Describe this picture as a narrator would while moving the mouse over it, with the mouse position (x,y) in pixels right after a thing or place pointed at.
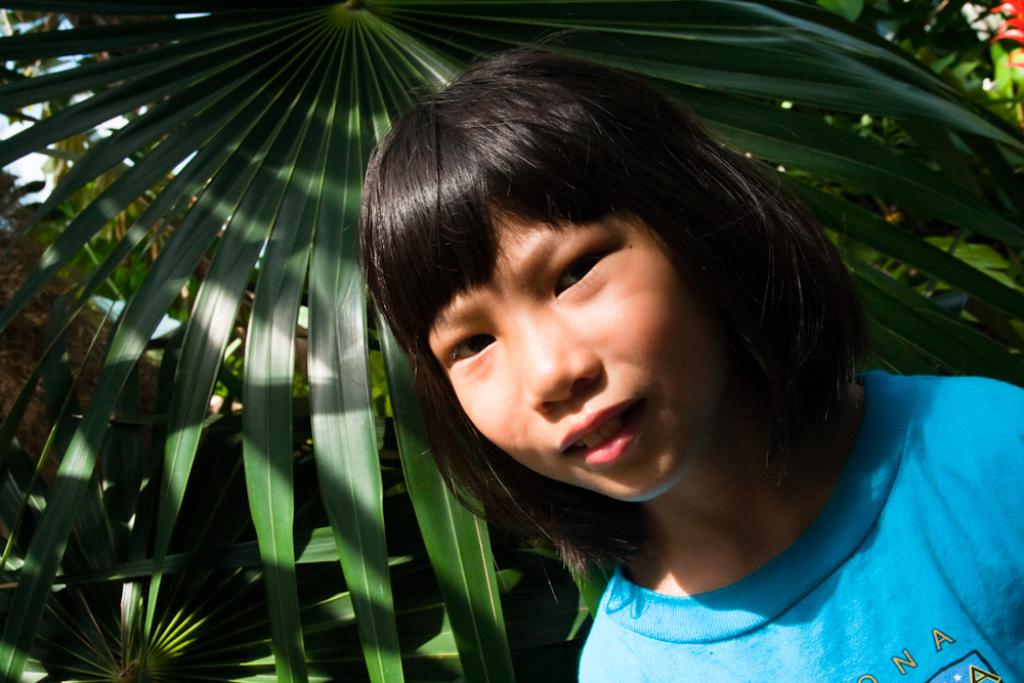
In this image I can see a person (466,351) standing wearing blue color shirt (852,579), background (345,258) I can see trees (155,235) in green color, sky (35,112) in blue and white color.
